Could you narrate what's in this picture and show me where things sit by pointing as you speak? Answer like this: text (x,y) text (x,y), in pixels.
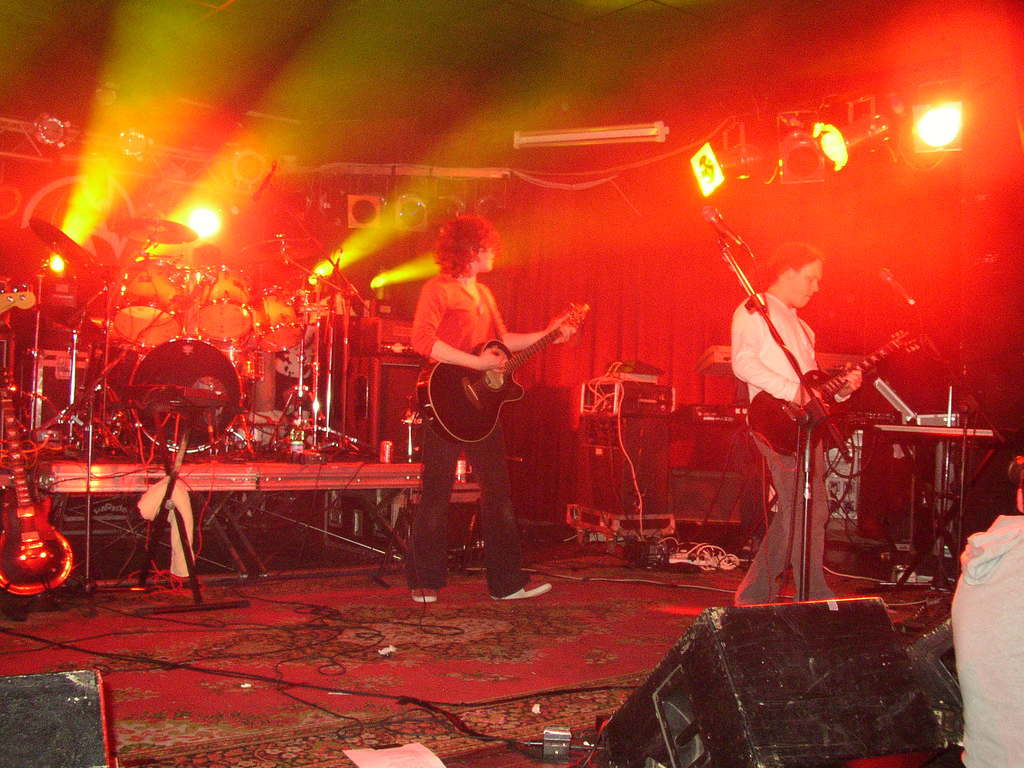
In the image there are two people (756,333) standing and playing guitars (442,420), around them there are drums (200,309) and other music equipment (585,535), in the background (85,201) there are many lights (836,134).
